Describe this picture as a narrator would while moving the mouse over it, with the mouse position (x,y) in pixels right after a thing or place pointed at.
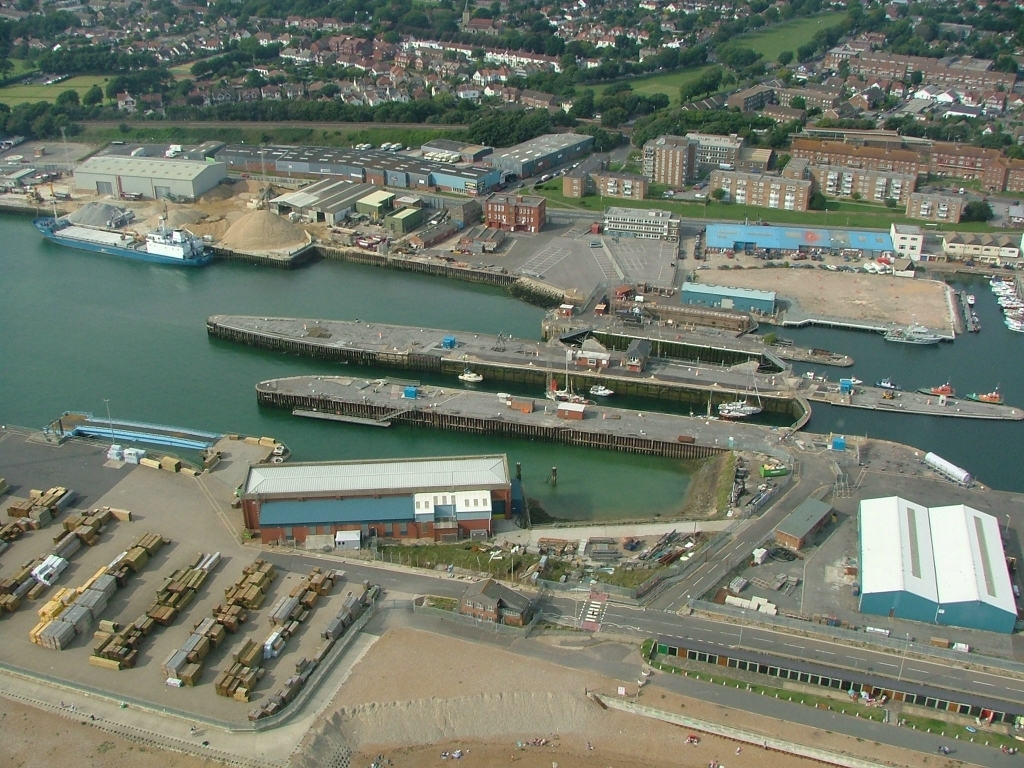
This is an outside view. In the middle of the image (365,301) there is a river (167,376) and I can see some boats (936,390). At the bottom (835,654) I can see few vehicles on the road (681,634). In the background (473,33), I can see many trees (444,111) and buildings (414,64).
